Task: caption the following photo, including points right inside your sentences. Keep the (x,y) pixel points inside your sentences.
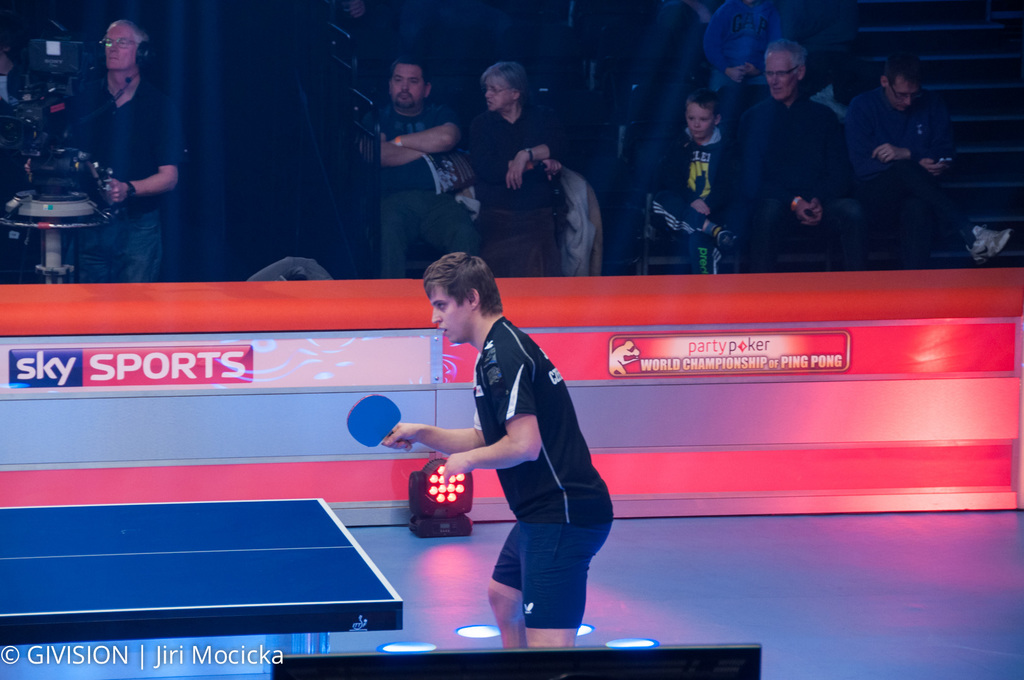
In this image, there is an inside view of an indoor stadium (654,79). There is a person (500,391) standing and playing table tennis. This person (557,473) is wearing clothes (549,509) and holding a bat (376,425) with his hand (399,433). There is a table (128,602) in the bottom left of the picture (157,582). There is a person (101,88) in the top left of the image (117,101) recording a video with camera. There are some person (529,202) in the top right of the image (740,53) watching the game.
